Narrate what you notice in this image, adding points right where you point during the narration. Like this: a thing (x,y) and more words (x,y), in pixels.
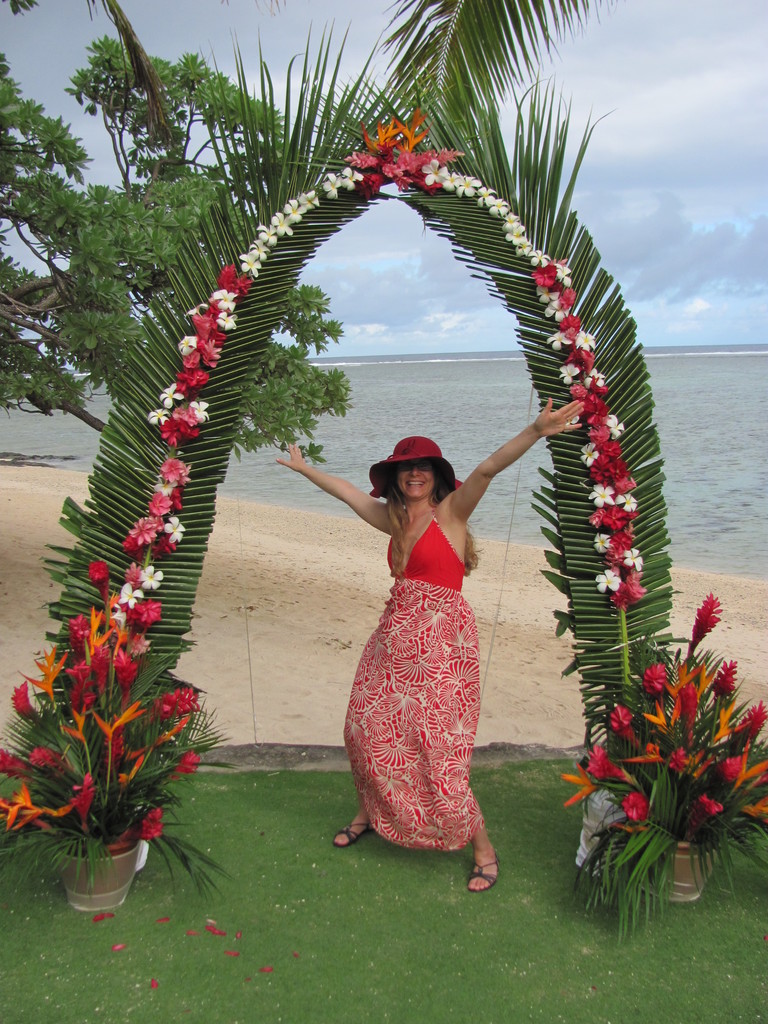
In this picture we can see a woman (411,618) is standing and smiling, at the bottom (328,982) there is grass (335,970), on the right side (620,901) and left side (97,635) there are flower plants (88,641), we can see an arch (598,639) in the middle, this arch (604,553) was made using flowers (203,354) and leaves (531,297), on the left side (144,153) there is a tree (112,182), in the background (722,468) we can see water (696,430), there is the sky (620,174) and clouds (636,158) at the top of the picture (636,158).
